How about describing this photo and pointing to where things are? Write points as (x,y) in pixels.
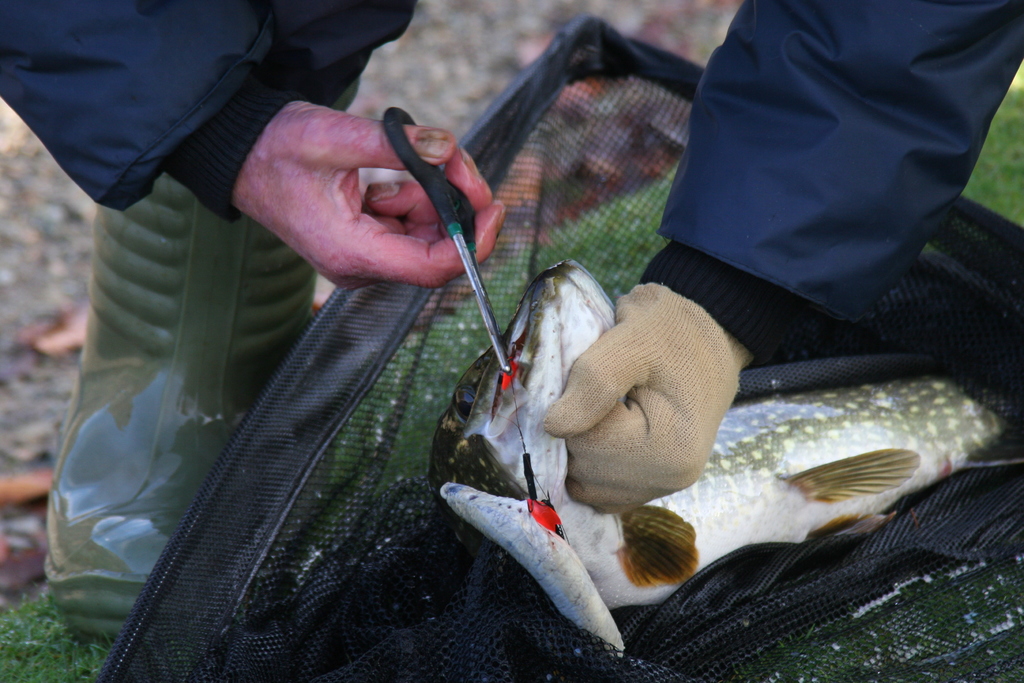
In this image we can see a person (753,69) removing a hook (511,363) from the fish (743,484) with the help of a forceps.
